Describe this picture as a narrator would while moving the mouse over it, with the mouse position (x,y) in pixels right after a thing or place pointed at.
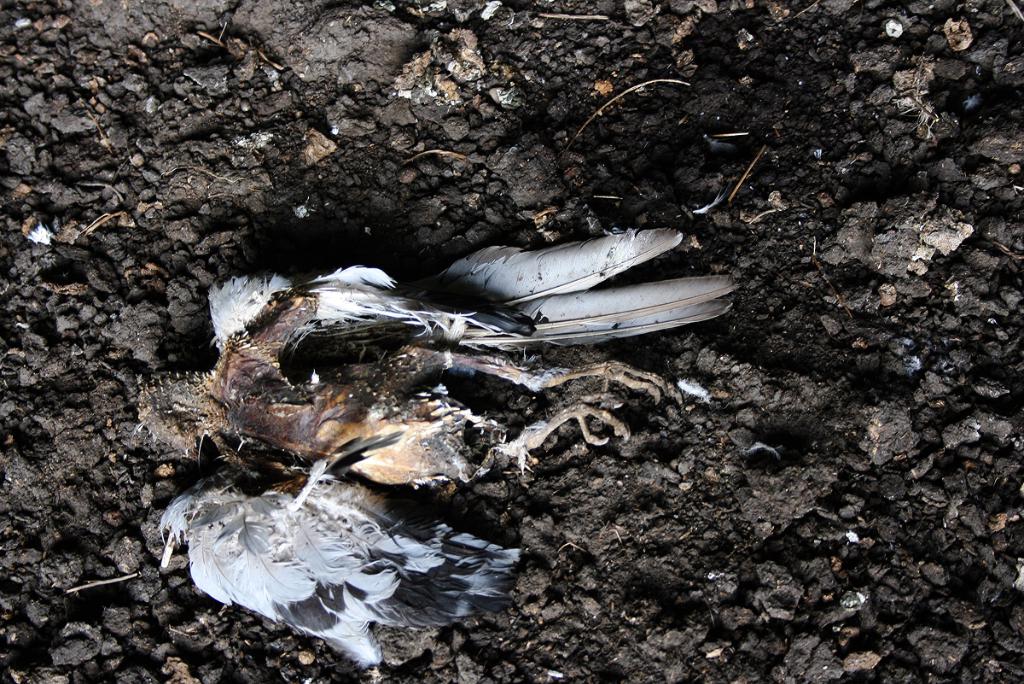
The picture consists of a dead bird (443,338) in black soil (82,239).
